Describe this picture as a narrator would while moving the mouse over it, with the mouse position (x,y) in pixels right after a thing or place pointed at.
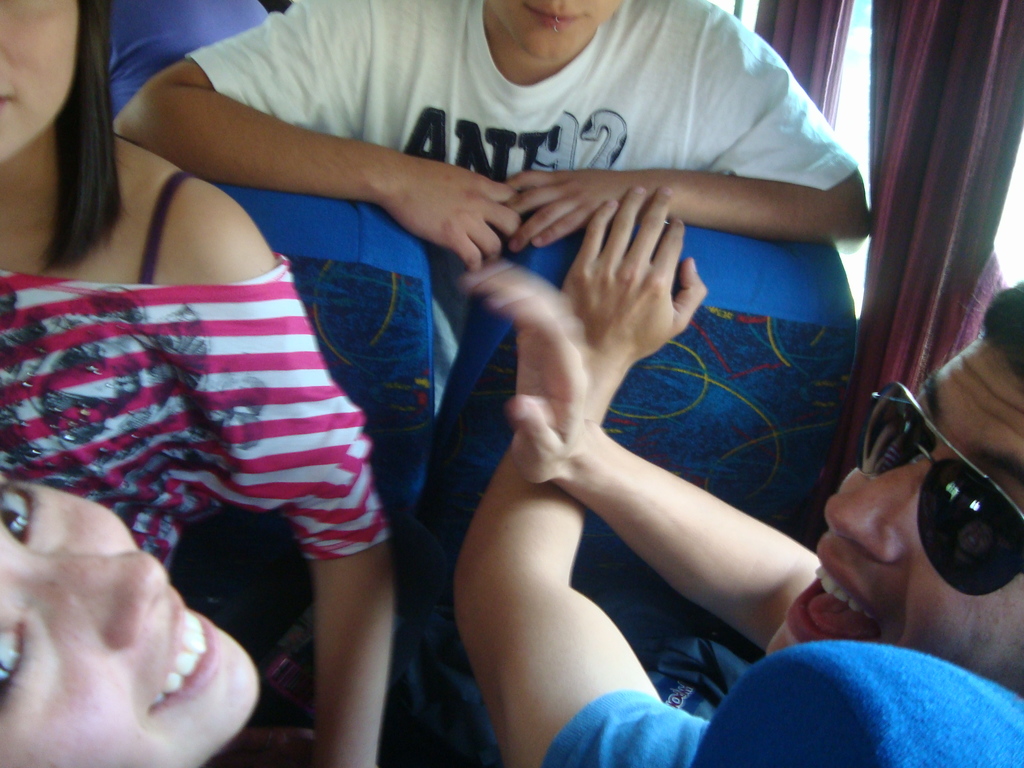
In this image there are two seats (427,408) in the middle (674,278) and there are few people (591,669) sitting in the chairs (329,326). At the top (483,132) there is a man (459,162) who is standing by keeping his two hands (430,170) on the seats (346,324). On the right side (912,63) top corner there are curtains (878,85).
